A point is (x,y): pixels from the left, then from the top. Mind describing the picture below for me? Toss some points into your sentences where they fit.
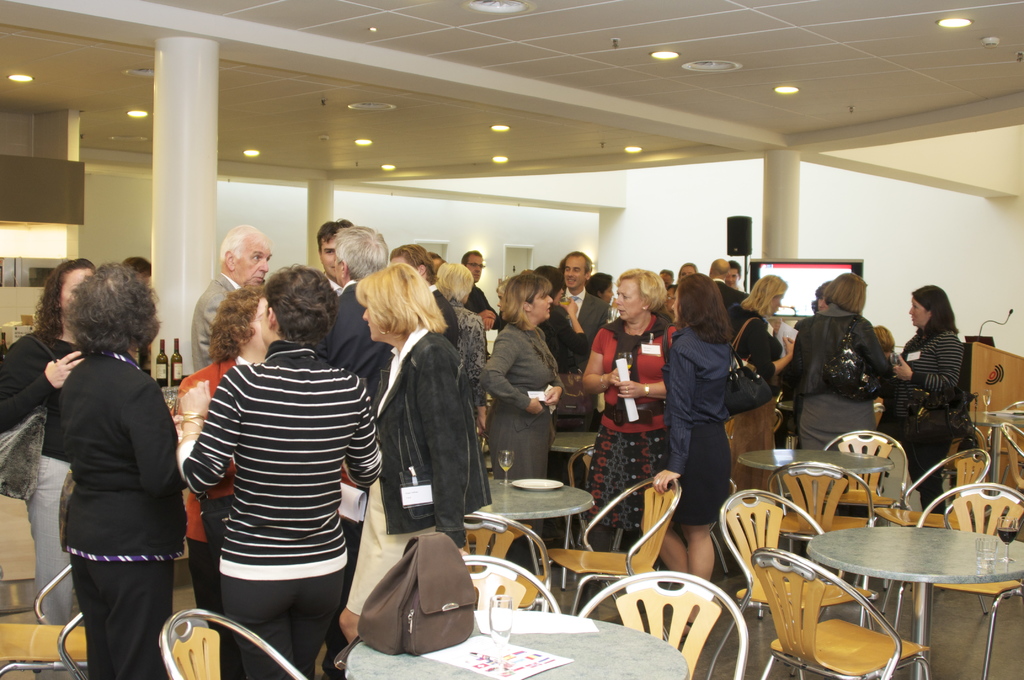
In this image I can see number of people (220,428) are standing, I can also see few chairs (589,536) and few tables (958,542).
